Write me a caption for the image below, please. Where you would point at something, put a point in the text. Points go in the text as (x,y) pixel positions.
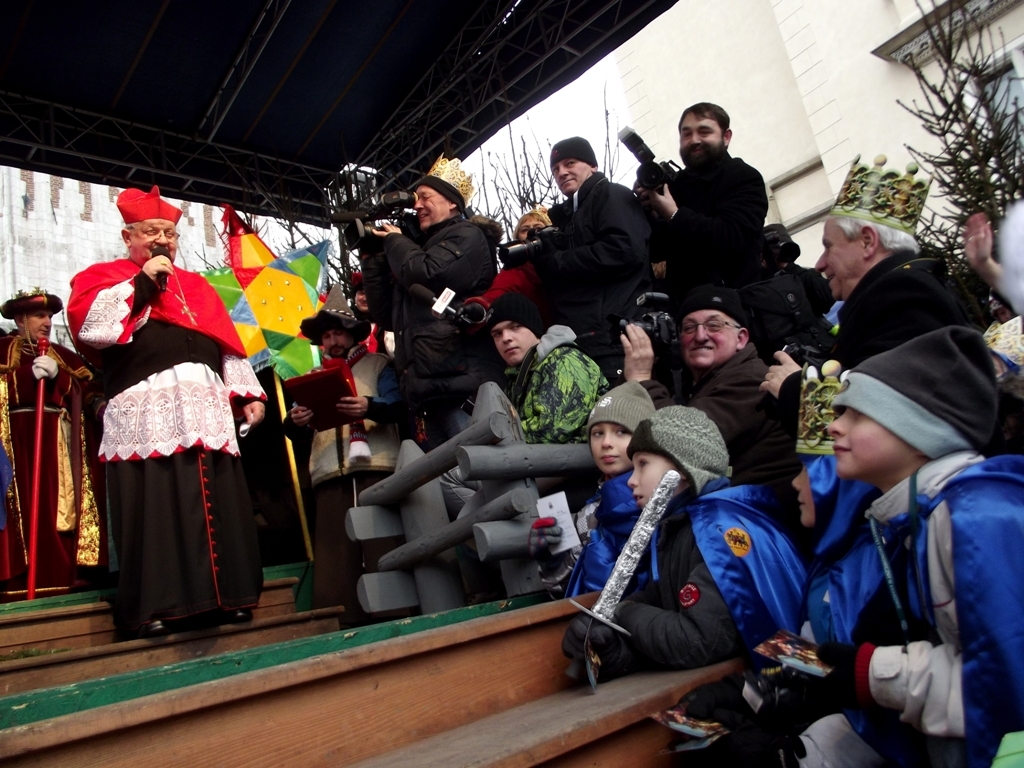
In this picture we can see some people (565,325) are standing, a person (180,286) on the left side (153,414) is holding a microphone (160,268), some of these people (696,291) are holding cameras (660,319), in the background (770,50) there is a building (701,52), on the right side (954,144) we can see a plant (1006,148).
